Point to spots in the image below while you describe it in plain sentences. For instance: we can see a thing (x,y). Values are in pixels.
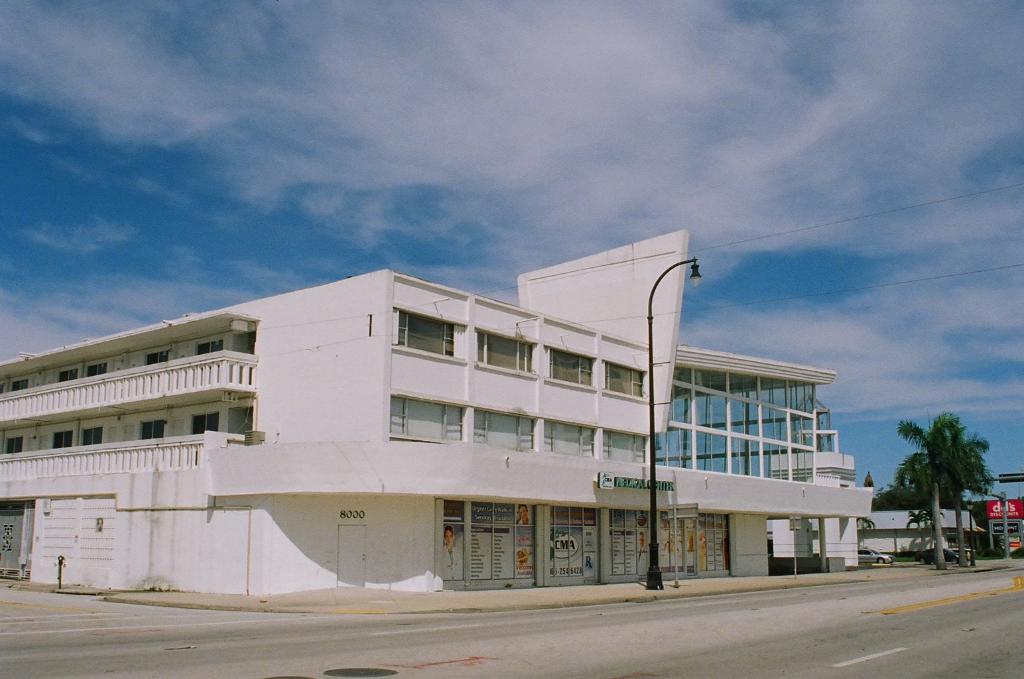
In this image, we can see a building (388,539), house (885,536), trees (937,516), poles (972,531), street lights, banners (1002,524), walls (422,561), windows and door (351,544). At the bottom (707,642), there is a road (638,660). Background (103,278) we can see the sky (545,162).
